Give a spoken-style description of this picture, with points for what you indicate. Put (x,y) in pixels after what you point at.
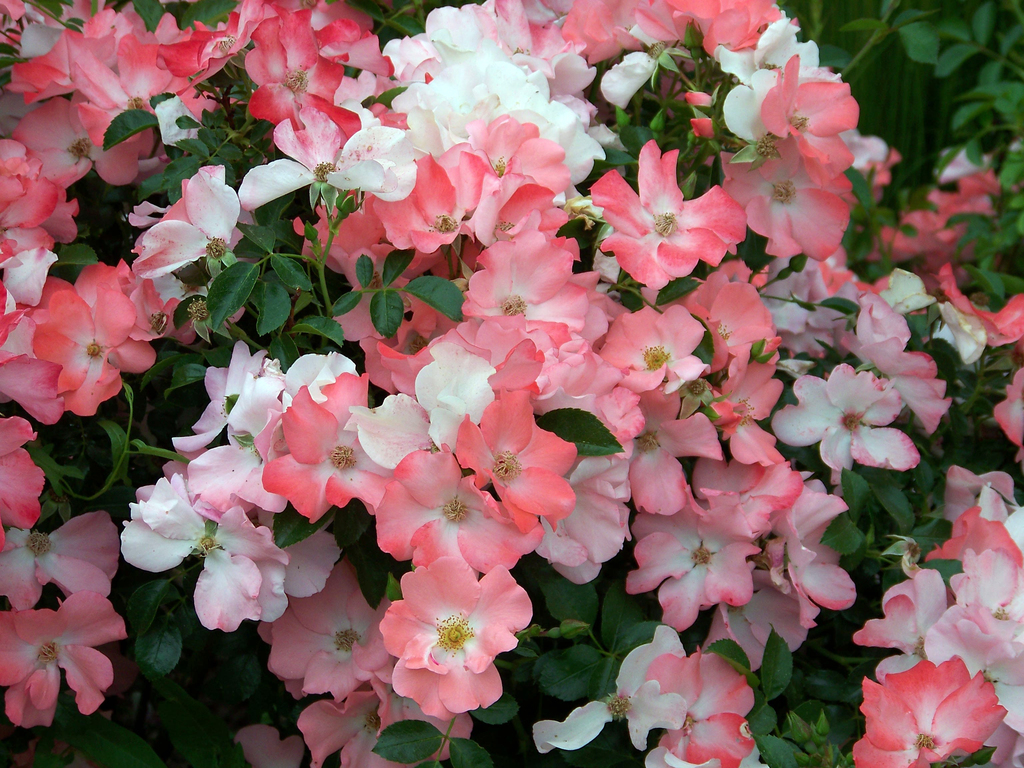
In the image there are beautiful pink and white flowers (493,298) to the plants (434,429).
